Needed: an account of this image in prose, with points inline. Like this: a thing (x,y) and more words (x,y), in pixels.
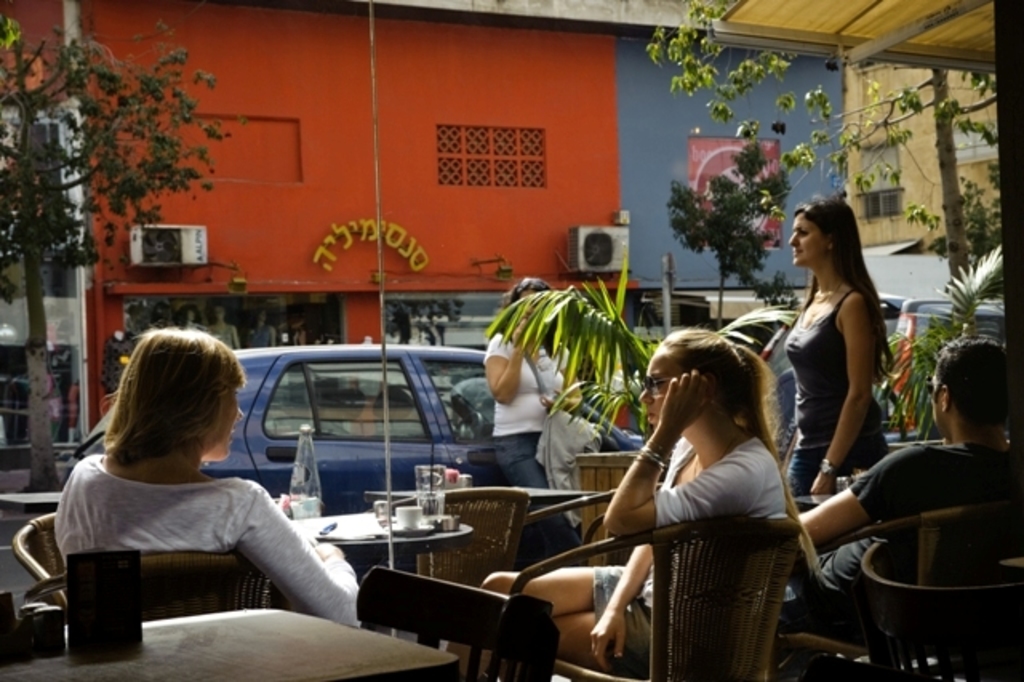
Here we can see a couple of people (610,530) sitting in a restaurant (437,586) on chairs (406,594) and there is a table (378,531) in front of them with cup of coffees (409,520) may be and there is a bottle (298,476) and glass (423,506) placed on the table (406,511) and in front of them there is a car (403,374), here there plant (615,401) and the left side there is a tree (40,96) and in front of them building (345,198) and air conditioning (578,232).
